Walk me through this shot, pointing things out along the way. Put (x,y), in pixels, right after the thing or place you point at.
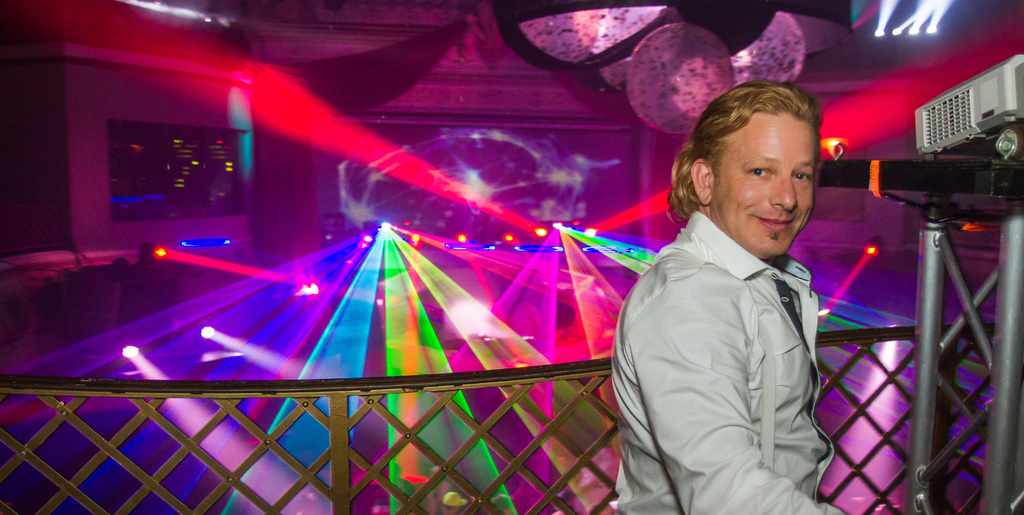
There is a person (686,323). Near to him there is a railing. On the right side (936,178) there is a stand (966,300). On that something is there. In the background (506,211) there are lights (416,244).
